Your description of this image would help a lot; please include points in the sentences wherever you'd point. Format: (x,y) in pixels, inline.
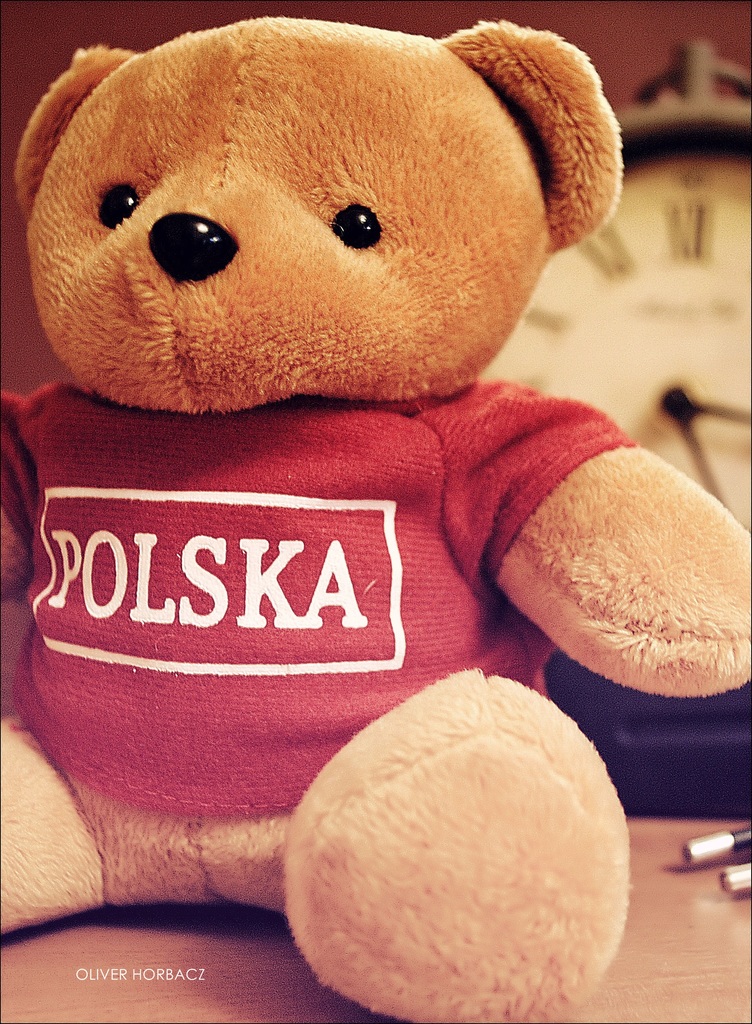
This picture has a soft toy (19,921) and a clock (713,96) behind it on a table (644,965).
